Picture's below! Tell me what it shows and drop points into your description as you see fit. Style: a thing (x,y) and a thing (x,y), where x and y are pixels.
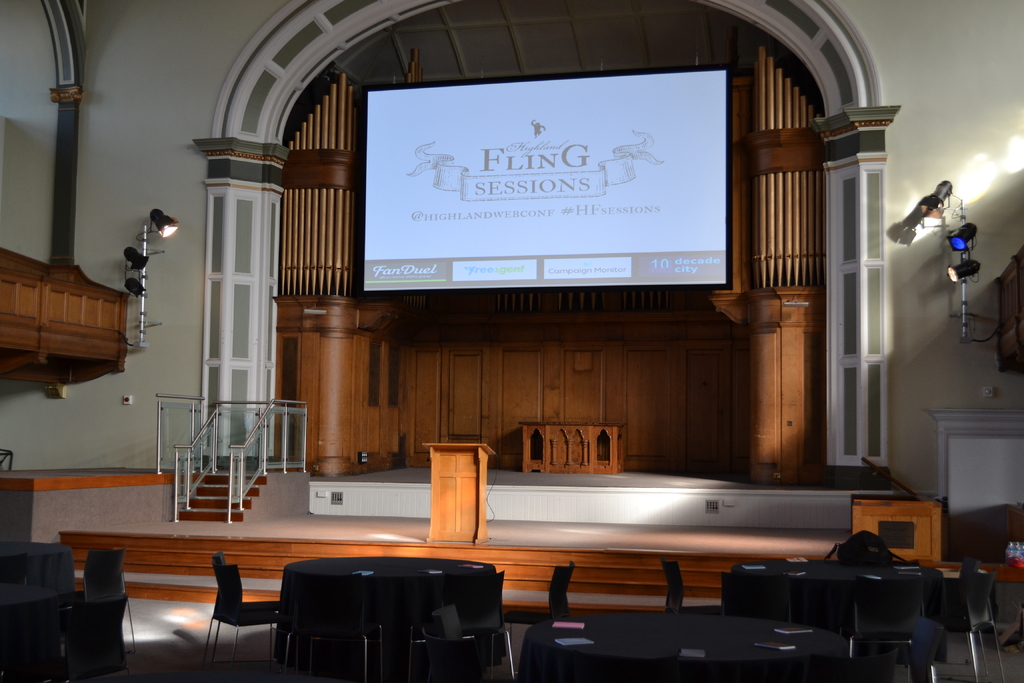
In the foreground of this image (865,604), there are chairs (458,665) and table (728,670) on which there are few books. In the middle (486,454), on a stage (460,547), there is a podium (451,537), stairs (225,495) and railing (256,461). At the top (502,106), there is screen (641,178), a table (613,444), and an arch (812,20). We can also see several lights (960,271) on the wall (944,266).
